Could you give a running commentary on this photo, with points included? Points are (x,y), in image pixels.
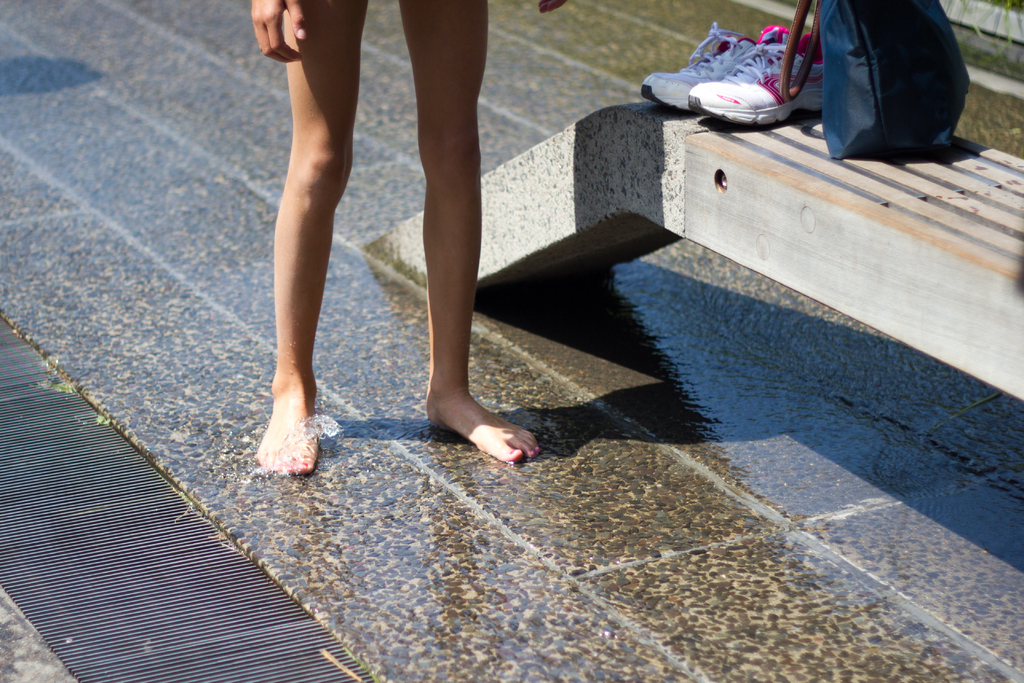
In this picture there are legs (460,421) of a person (469,431) standing on a wet ground (383,431) and there is a pair of shoes (779,98) and a handbag (846,118) placed on an object (825,169) in the right corner (850,111).
